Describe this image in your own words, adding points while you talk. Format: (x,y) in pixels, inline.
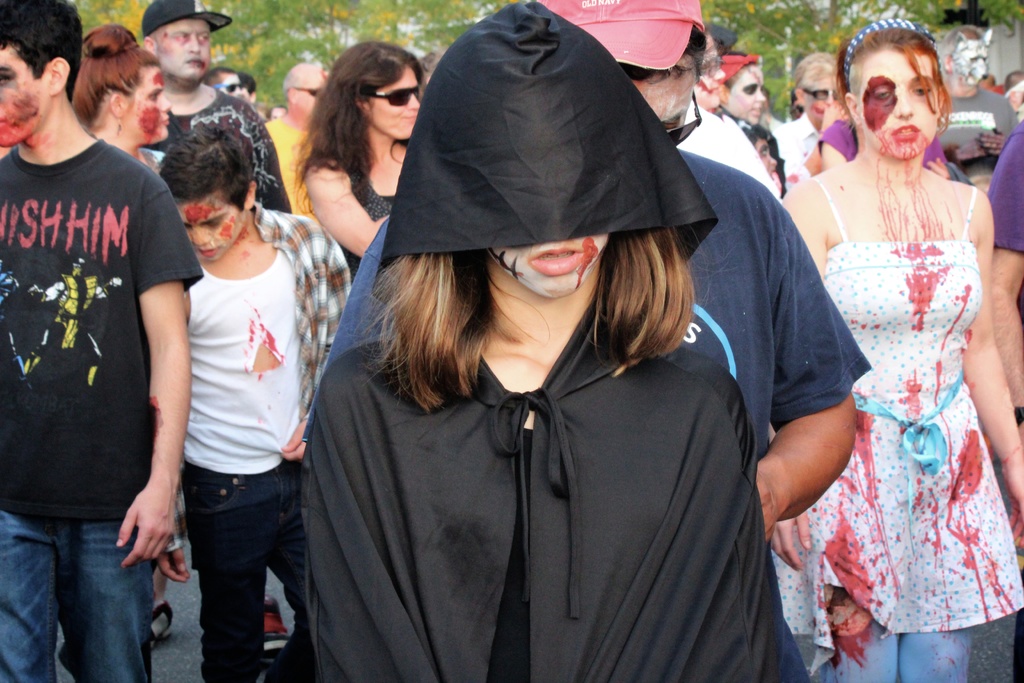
In this picture there are few persons (570,282) standing and wearing fancy dress (294,323) and there are trees (320,44) in the background (456,12).
